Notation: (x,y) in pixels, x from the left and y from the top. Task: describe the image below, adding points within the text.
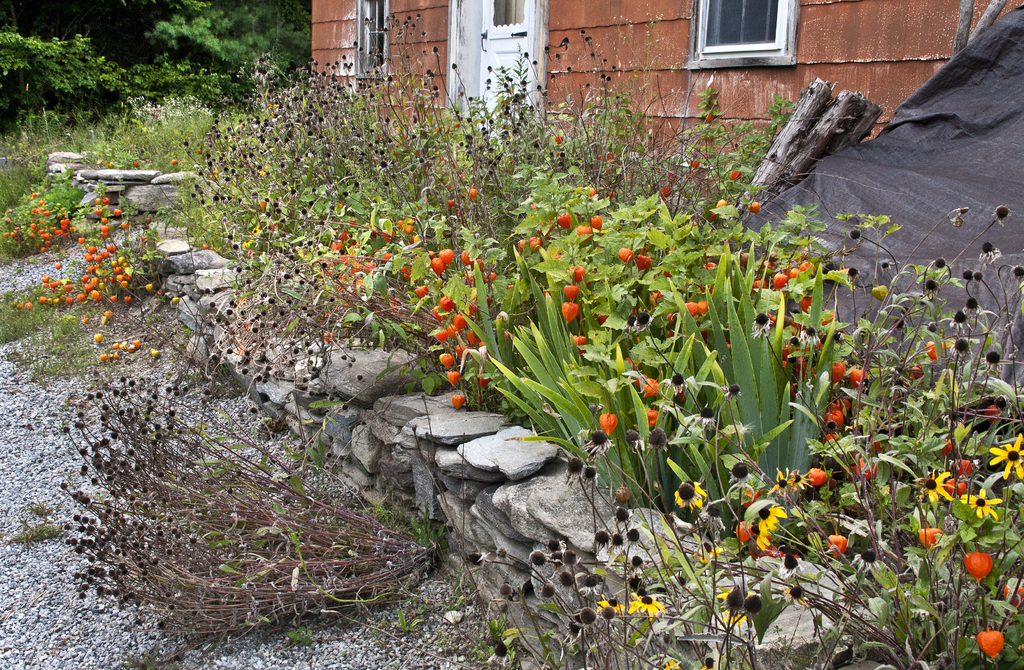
In this picture I can observe some plants (227,315) and stones (359,399) on the land (206,358). There are orange color flowers (444,257) to the plants (570,312). On the right side (694,88) there is a brown color building (614,72). In the background (142,47) there are trees (129,55).
